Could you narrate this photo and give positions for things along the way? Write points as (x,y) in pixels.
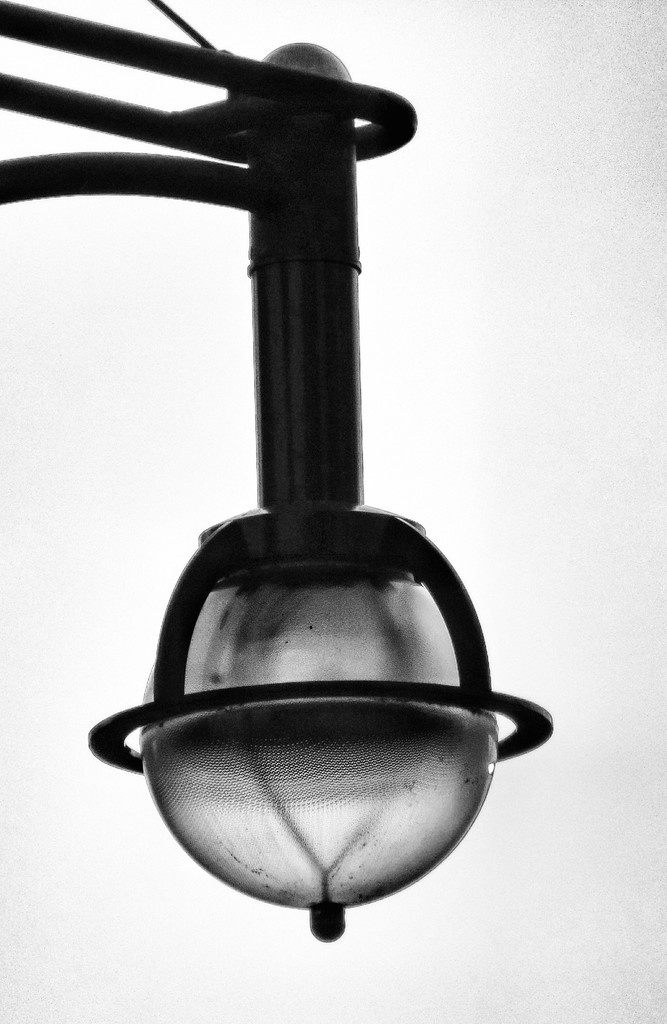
This is a black and white image. Here I can see a bulb (381,714) to which a metal rod (275,150) is attached. The background (526,123) is in white color.
